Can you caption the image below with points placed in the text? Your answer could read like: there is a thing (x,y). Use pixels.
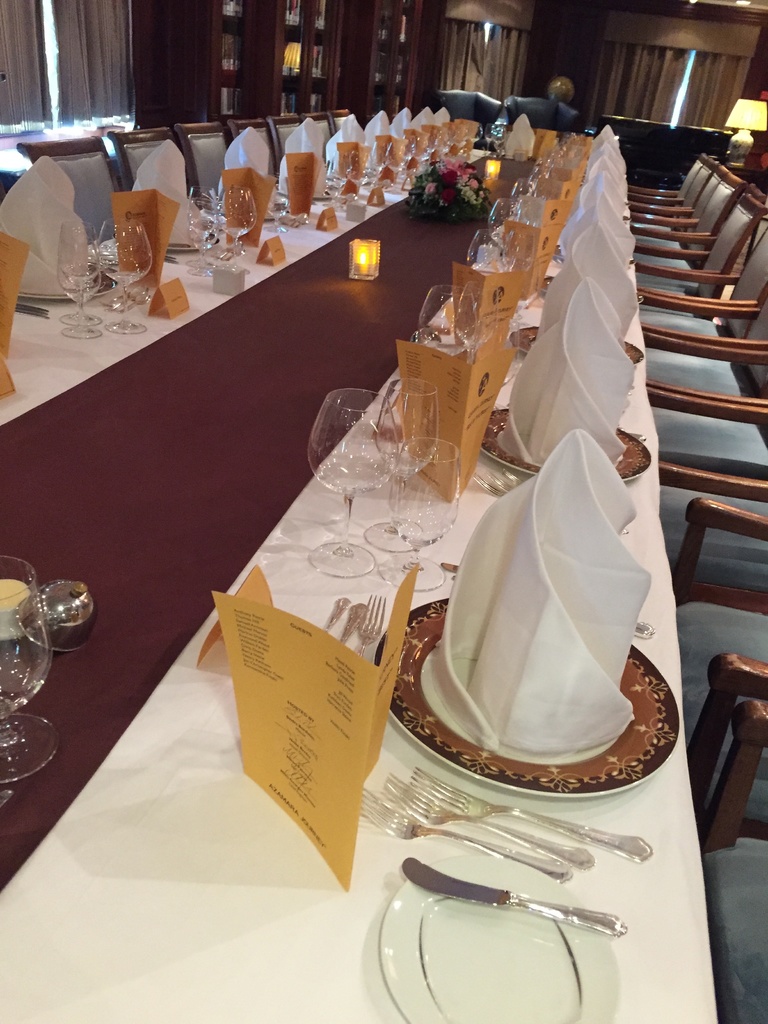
In this image I can see number of chairs (654,366) and a table (337,344). On this table (201,500) I can see menu cards (439,358), number of spoons (398,787), glasses (334,178), plates (435,754) and towels (573,283).
